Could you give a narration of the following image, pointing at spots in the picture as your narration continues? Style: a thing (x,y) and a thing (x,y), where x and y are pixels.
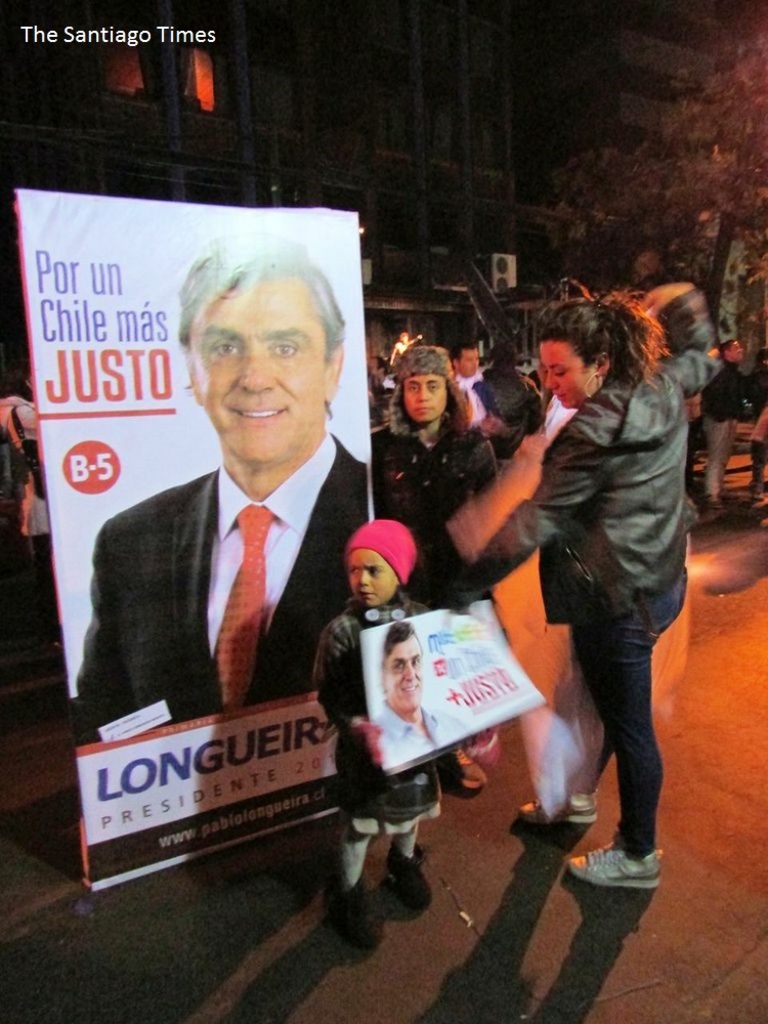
This picture describes about group of people (474,401), in the left side of the image (150,403) we can see a hoarding (228,369), in front of the hoarding (274,378) we can find a girl (356,621), she is holding a placard (396,674), in the background (738,234) we can see few trees (709,213).
